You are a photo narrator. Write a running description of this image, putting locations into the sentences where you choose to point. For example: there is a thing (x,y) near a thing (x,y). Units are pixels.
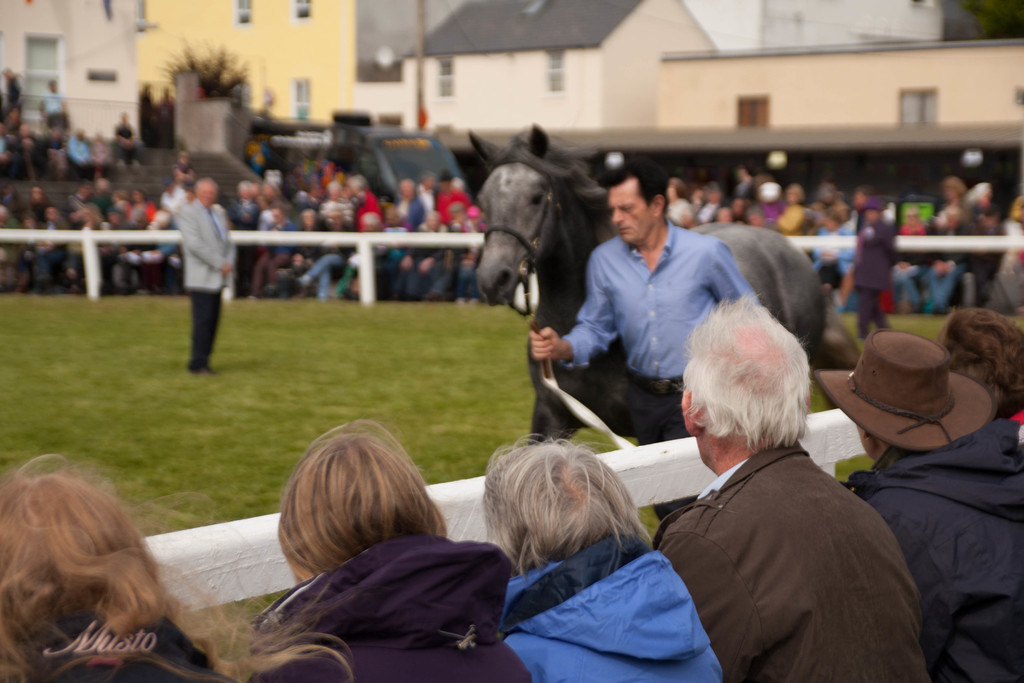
The person (661,298) wearing blue shirt (664,302) is holding a rope (549,363) which is tightened to the horse (537,236) and there are group of audience (191,194) and houses (437,90) around him.
